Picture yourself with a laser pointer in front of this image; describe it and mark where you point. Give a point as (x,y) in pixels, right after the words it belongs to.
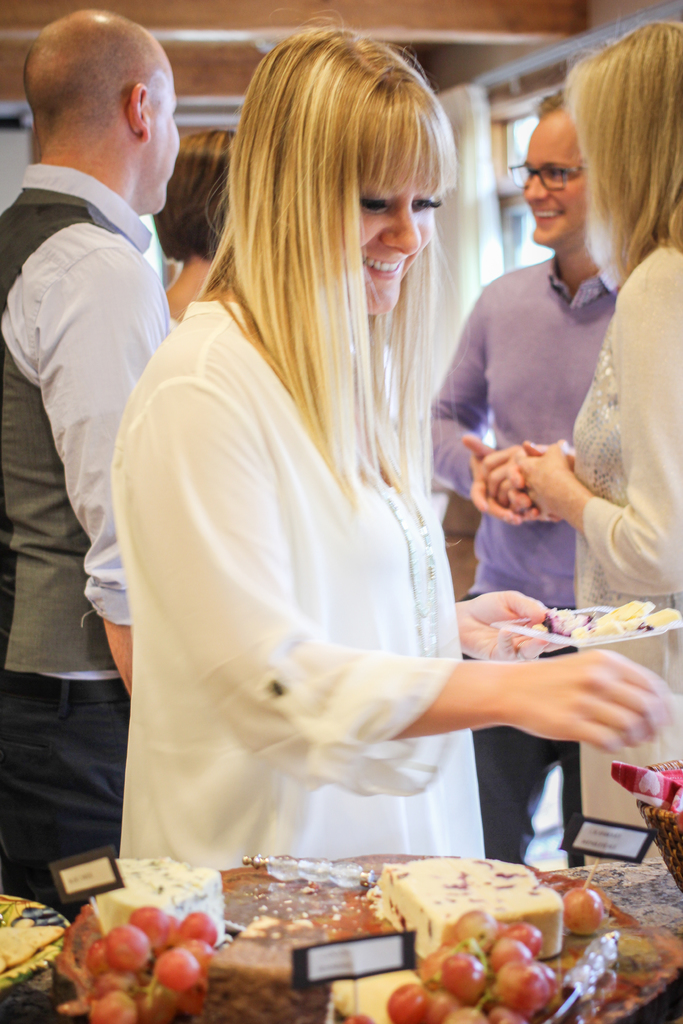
In this image there is a woman (324,475) holding a plate (574,641) in her hand (488,649) is having a smile on her face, in front of the woman (342,627) there are a few food items (218,924) with labels (349,950), behind the woman (314,348) there are few other people (136,191) standing.
